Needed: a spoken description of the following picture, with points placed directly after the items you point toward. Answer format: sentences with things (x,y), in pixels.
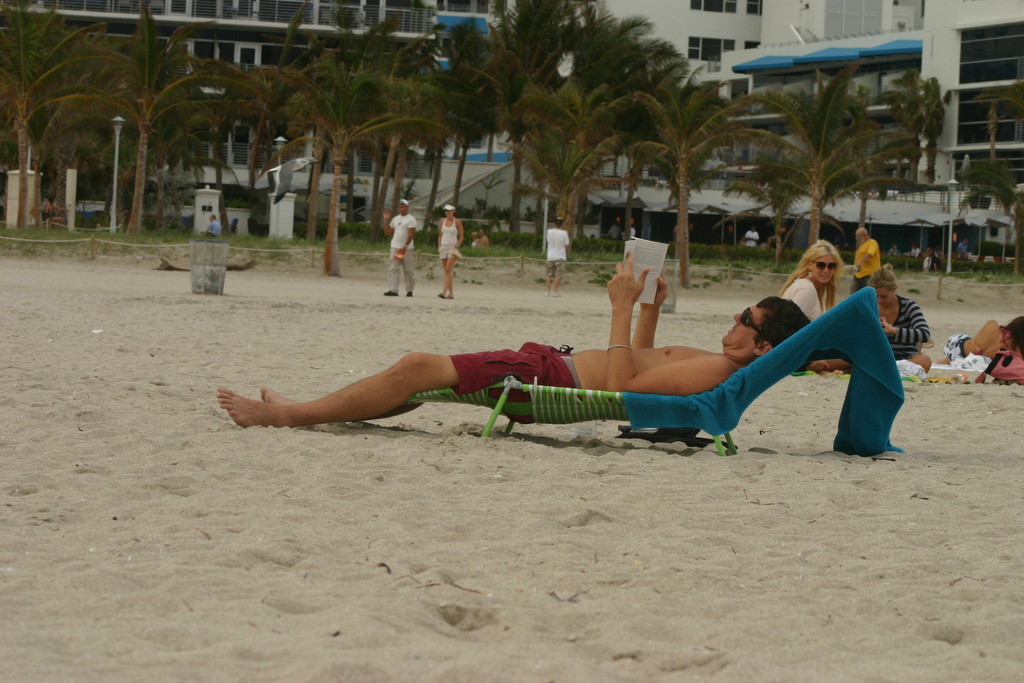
In the image I can see a person (338,417) who is laying on the chair (789,361) and to the side there are some people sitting on the sand (633,485) and also I can see some other people (392,293), trees (11,85), poles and some buildings (802,4) to the side.
